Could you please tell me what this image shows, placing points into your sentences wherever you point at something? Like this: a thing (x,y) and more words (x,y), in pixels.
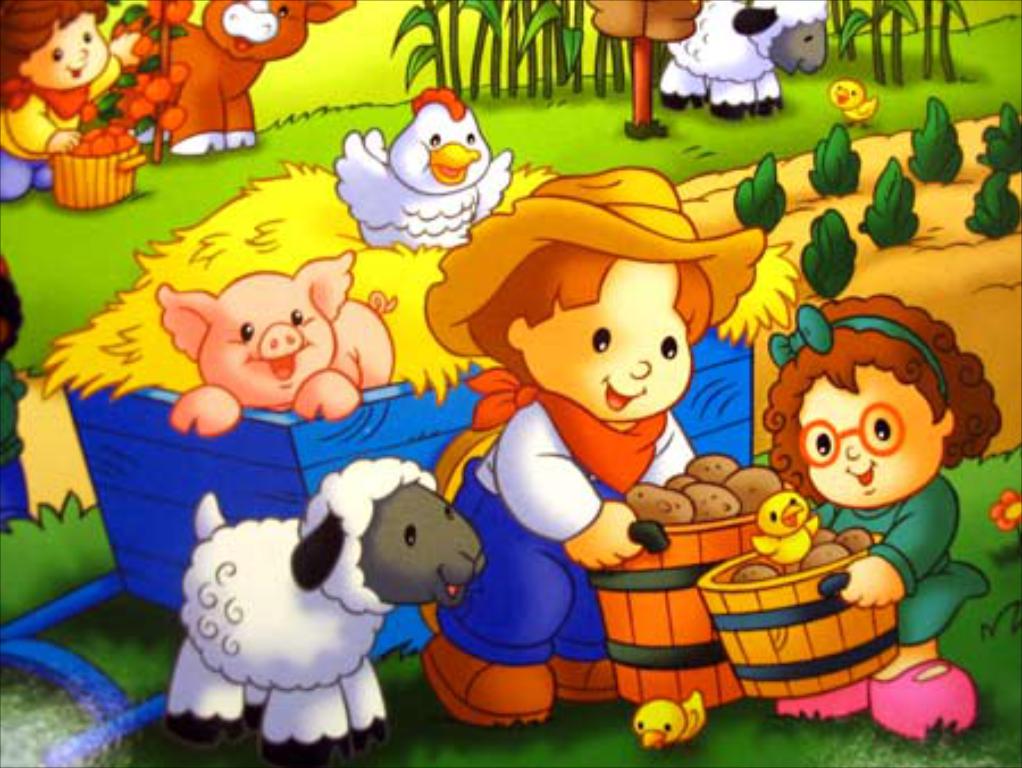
In this picture we can see few cartoon images (628,282).
